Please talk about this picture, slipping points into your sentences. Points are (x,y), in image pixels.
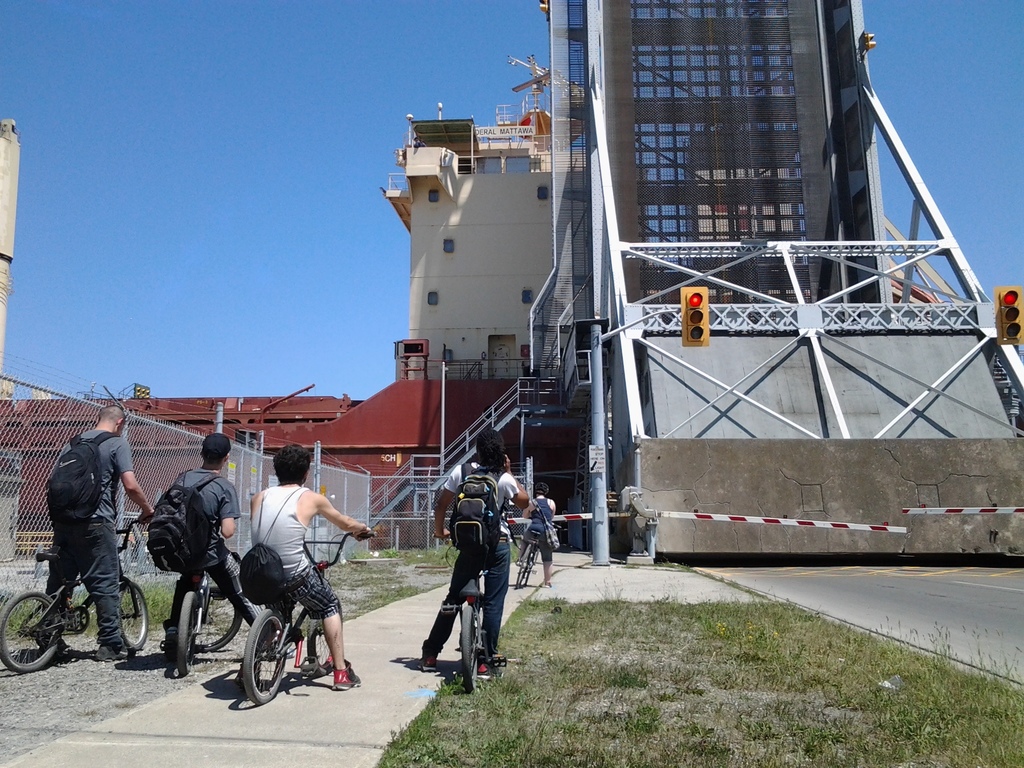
In the image we can see there are people (499,520) who are standing with their bicycle (533,554) and the ground (721,699) is covered with grass (605,687) and in the front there is a huge bridge (797,258) and there are traffic lights (689,317) over here.
